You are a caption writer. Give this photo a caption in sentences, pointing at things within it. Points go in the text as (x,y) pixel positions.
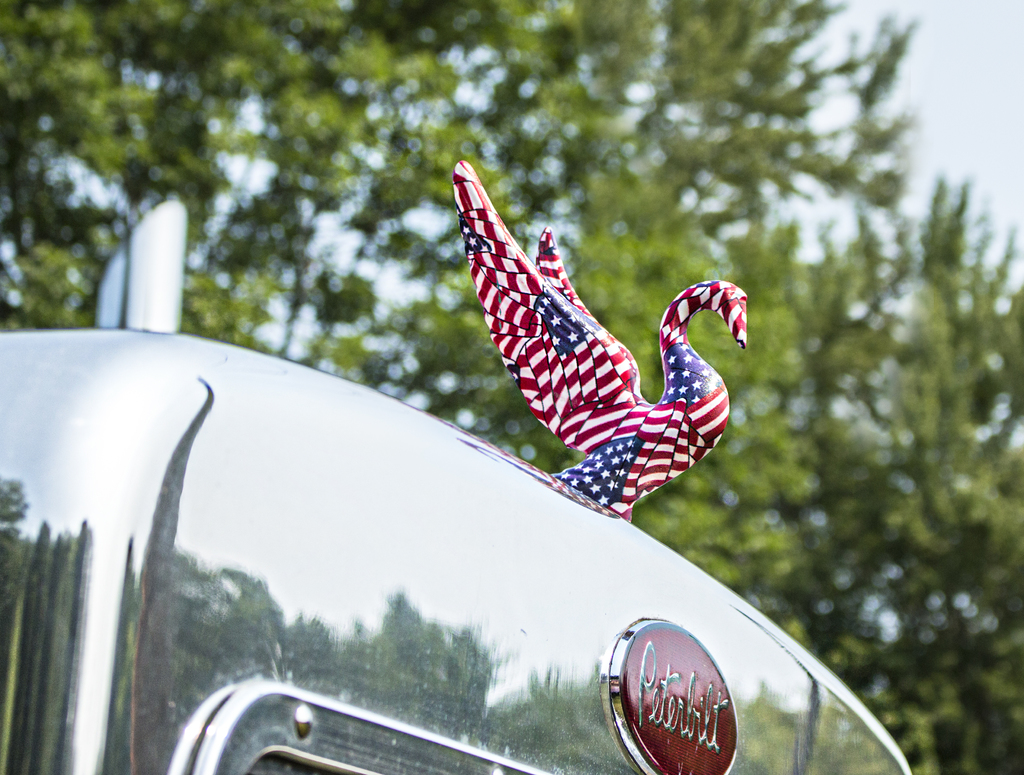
In the image in the center (608,426), we can see one vehicle (457,462). On the vehicle (387,553), there is a banner (634,668) and one bird sign (624,475), which is in red and blue color. In the background (642,388) we can see the sky (948,57), clouds (903,84) and trees (715,123).
